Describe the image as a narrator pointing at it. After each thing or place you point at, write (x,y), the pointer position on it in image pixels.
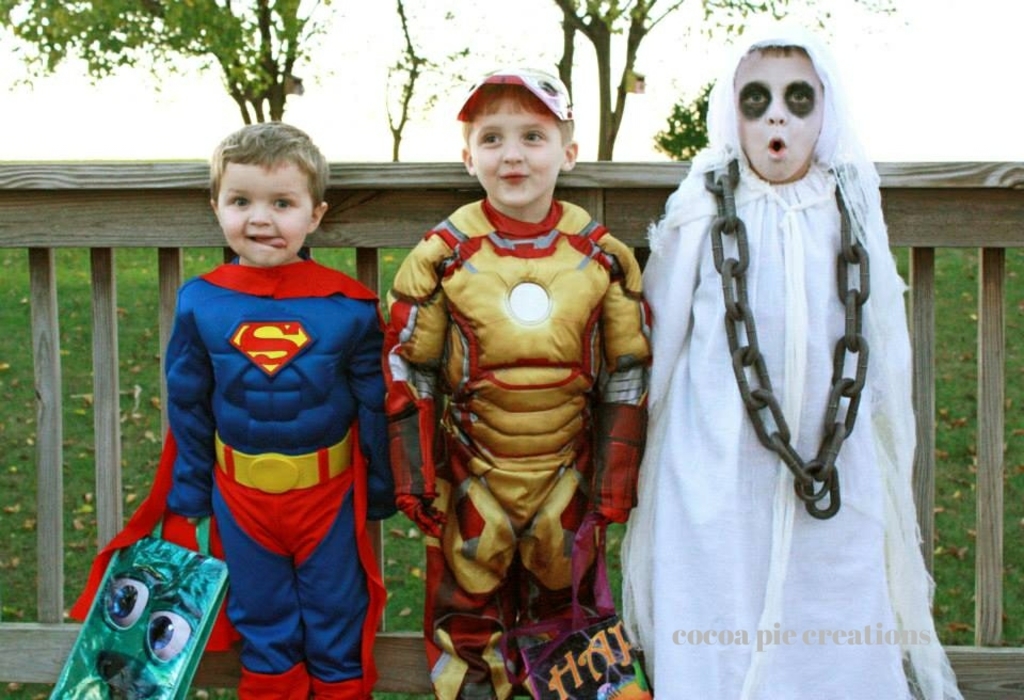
In this image there are three kids (585,312) wearing costumes (681,420), in the background (83,198) there is a wooden fencing (83,198), grassland (961,324) and tree (599,16), in the bottom right (867,633) there is text (808,629).
